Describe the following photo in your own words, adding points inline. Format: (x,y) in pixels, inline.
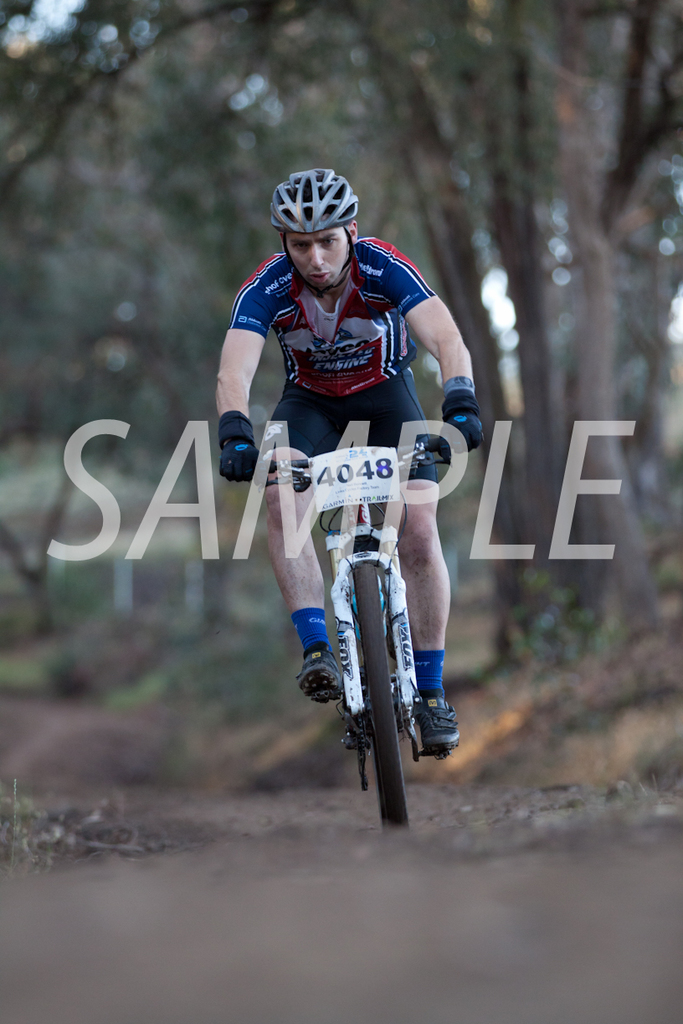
In this image I can see a man (321,453) and a bicycle (388,599) in the front (426,527). I can see he is wearing a helmet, sports wear (299,352), socks (426,664) and shoes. In the background (20,217) I can see number of trees (464,139) and in the centre of this image (352,428) I can see a watermark (411,505). I can also see this image is little bit blurry in the background (593,85).
